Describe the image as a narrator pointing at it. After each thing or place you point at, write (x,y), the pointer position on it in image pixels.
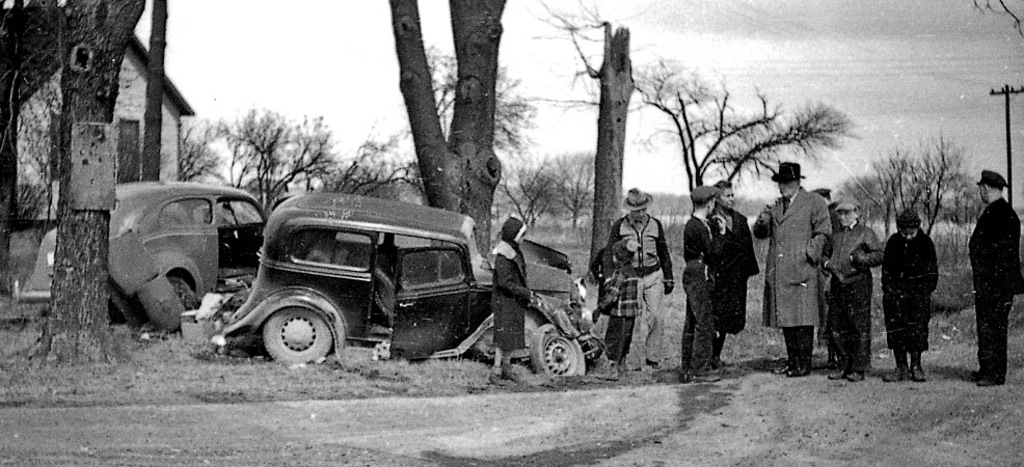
This is a black and white image. In this image there are many people (712,284). Some are wearing hats (825,194). Also there are vehicles (157,218). On the left side (37,92) there is a building (42,104). There are many trees (603,159). In the background (325,78) there is sky (325,78).
